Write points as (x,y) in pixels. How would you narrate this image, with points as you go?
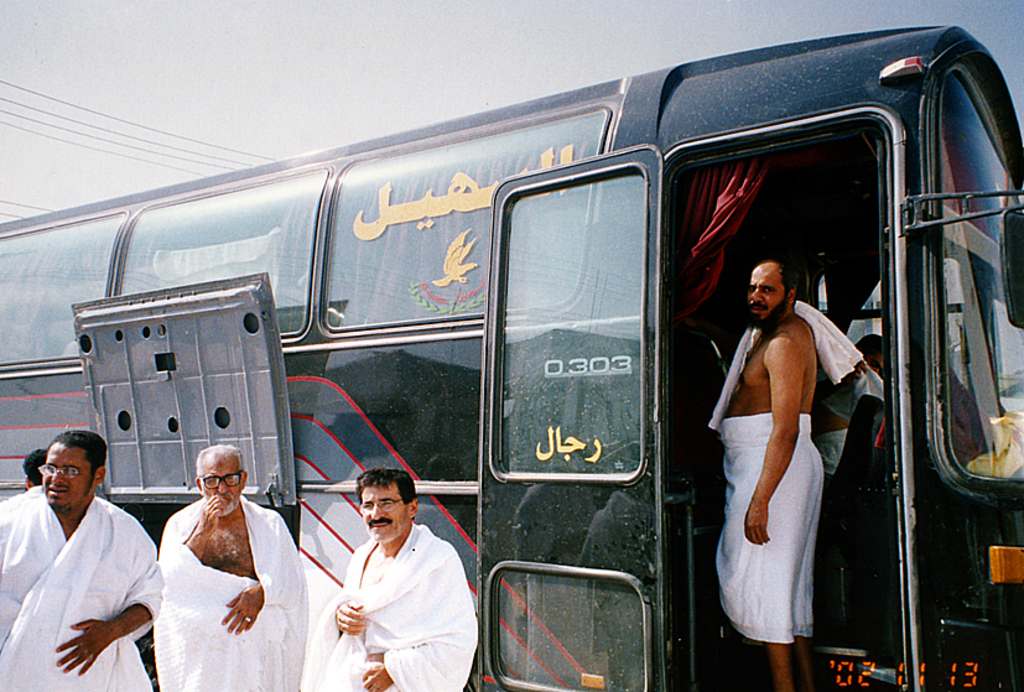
At the top (503,54) we can see the sky (463,57) and wires (247,154). In this picture we can see a vehicle (938,468) and a man (778,621) is standing and another person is visible. We can see a red curtain (726,228). We can see men (84,462) wearing spectacles (373,512) and standing near to a vehicle (852,629). We can see another person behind them. In the bottom right corner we can see the digits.
